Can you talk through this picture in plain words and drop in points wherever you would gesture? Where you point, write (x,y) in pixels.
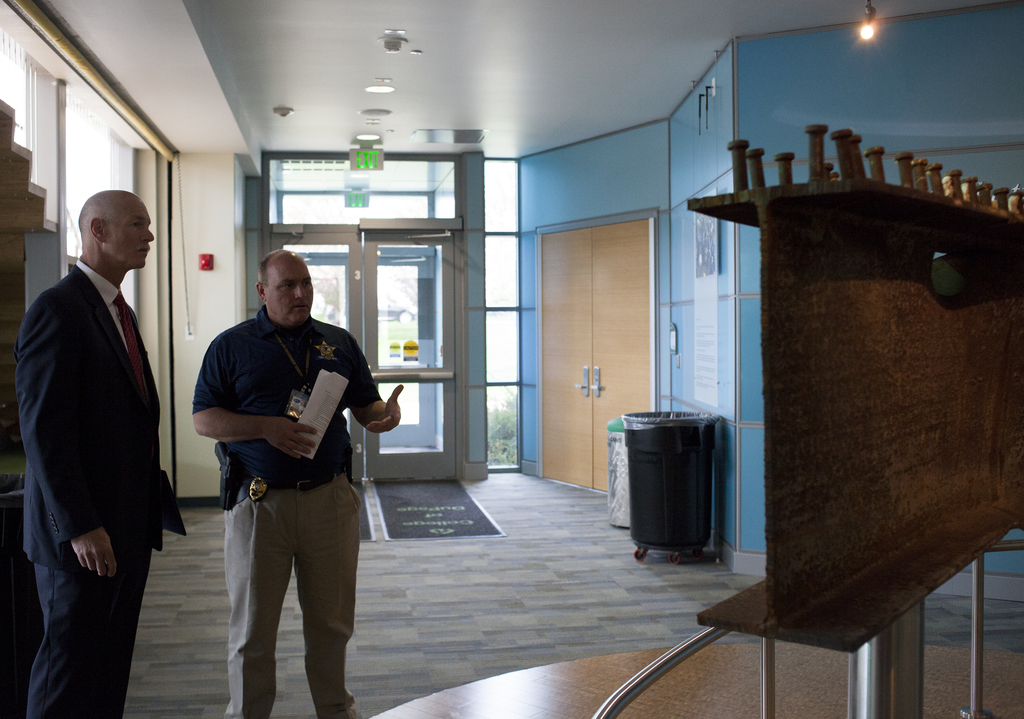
On the left (259,366) there are two men (217,360) standing on the floor (177,543) and a man (298,452) is holding papers (306,412) in his hand (312,427). On the right (763,299) there is an object (763,299). In the background (367,309) there are glass door (391,290), door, wall (176,276), dustbins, lights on the roof top (440,91). Through the glass (505,417) we can see plants (505,442) and vehicles (402,311).
